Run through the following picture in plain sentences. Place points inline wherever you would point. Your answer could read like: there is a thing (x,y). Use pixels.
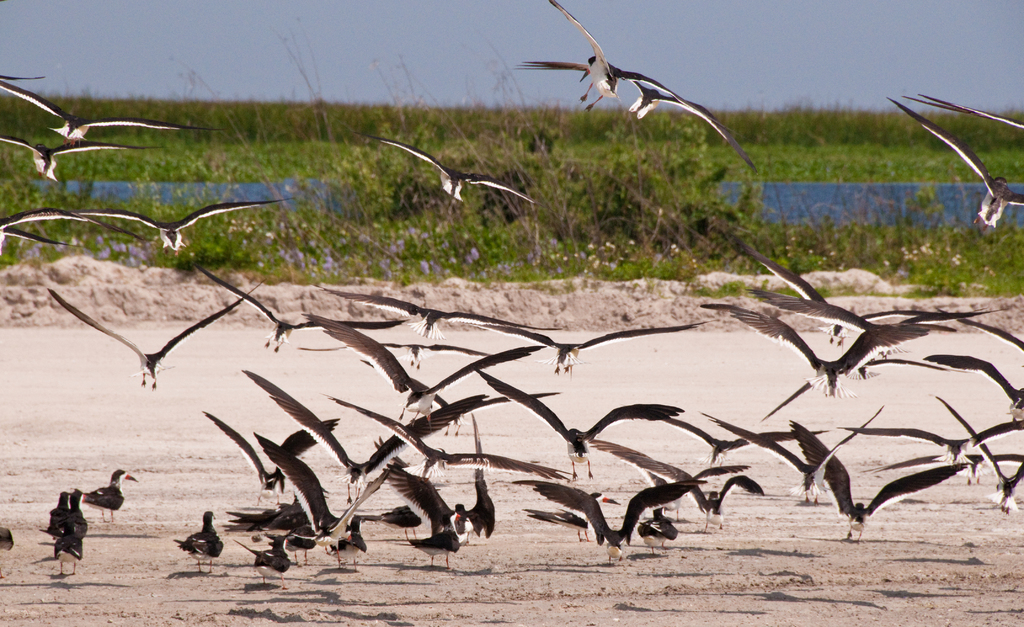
In this image we can see birds (845,476) in the air. At the bottom of the image (66,548) we can see birds (196,554) on the sand (466,612). In the background (598,202) we can see trees (596,216), plants (573,194), water (201,188) and sky (452,79).
